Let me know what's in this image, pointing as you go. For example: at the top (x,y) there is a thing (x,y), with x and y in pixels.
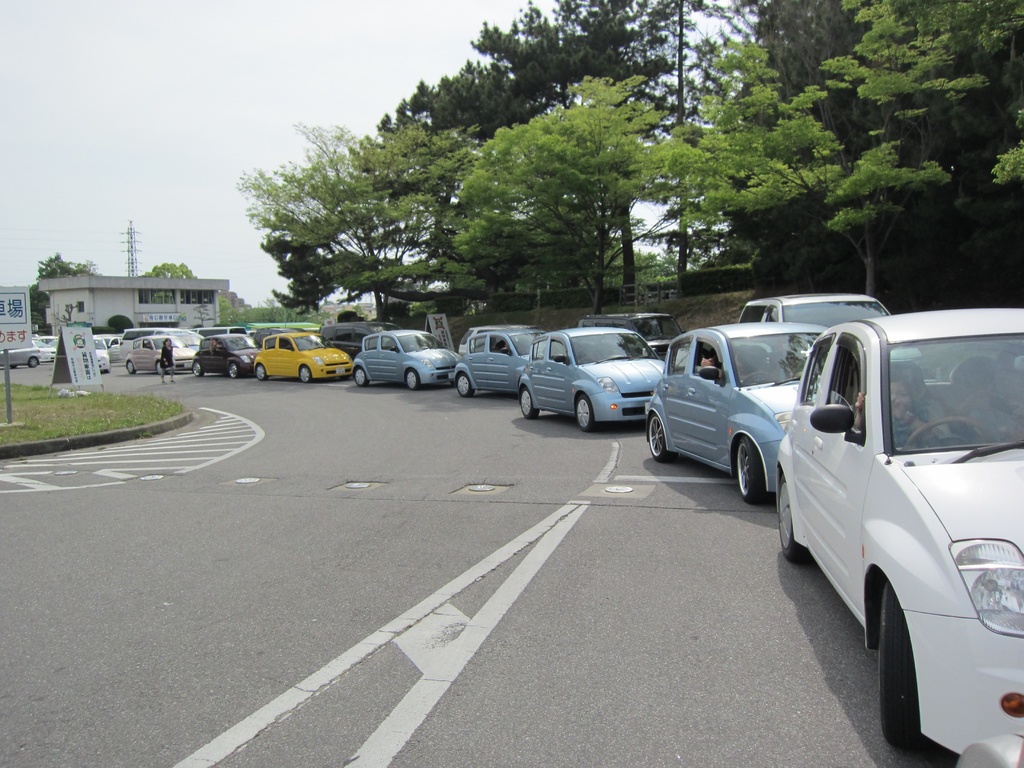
In the center of the image (396,450) there is road (238,403). There are vehicles (383,356) parked on the road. To the right side of the image (773,199) there are trees (472,151). At the top of the image (264,81) there is sky (198,155). In the background of the image (96,290) there is house (90,304). To the left side of the image (85,401) there is grass (76,415).
